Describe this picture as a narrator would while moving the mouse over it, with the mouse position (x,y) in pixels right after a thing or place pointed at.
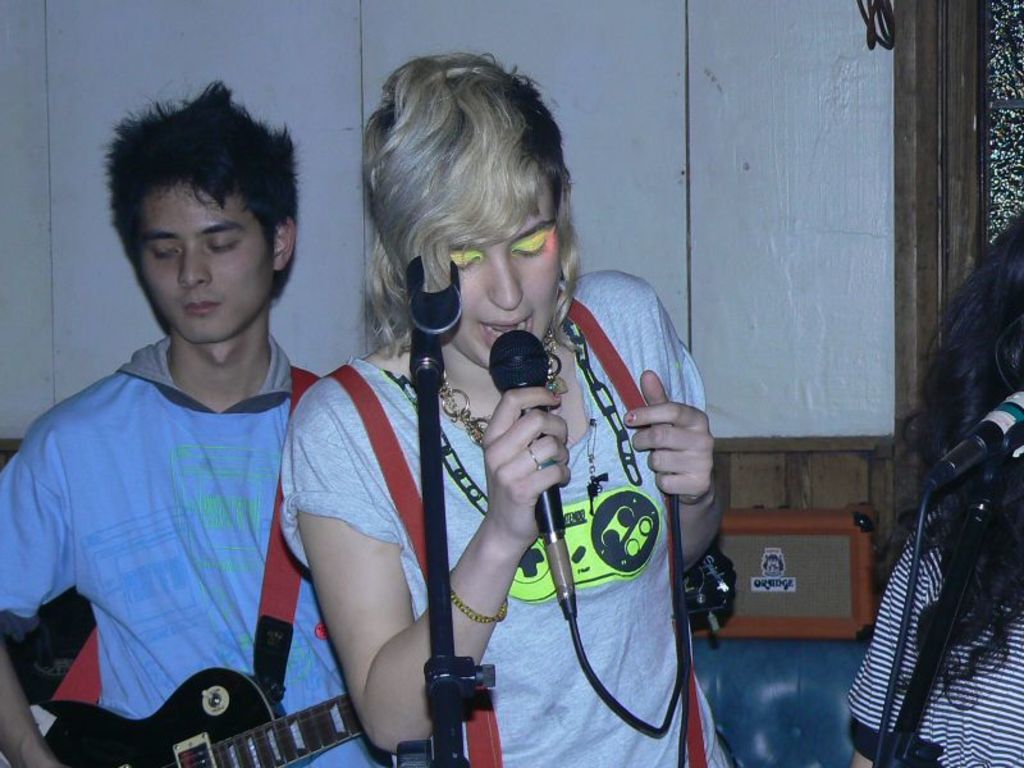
In this picture we can see a woman (342,373) and a man (280,169) in the middle (531,303). She is singing on the mike (542,365) and he is playing guitar (267,751).
